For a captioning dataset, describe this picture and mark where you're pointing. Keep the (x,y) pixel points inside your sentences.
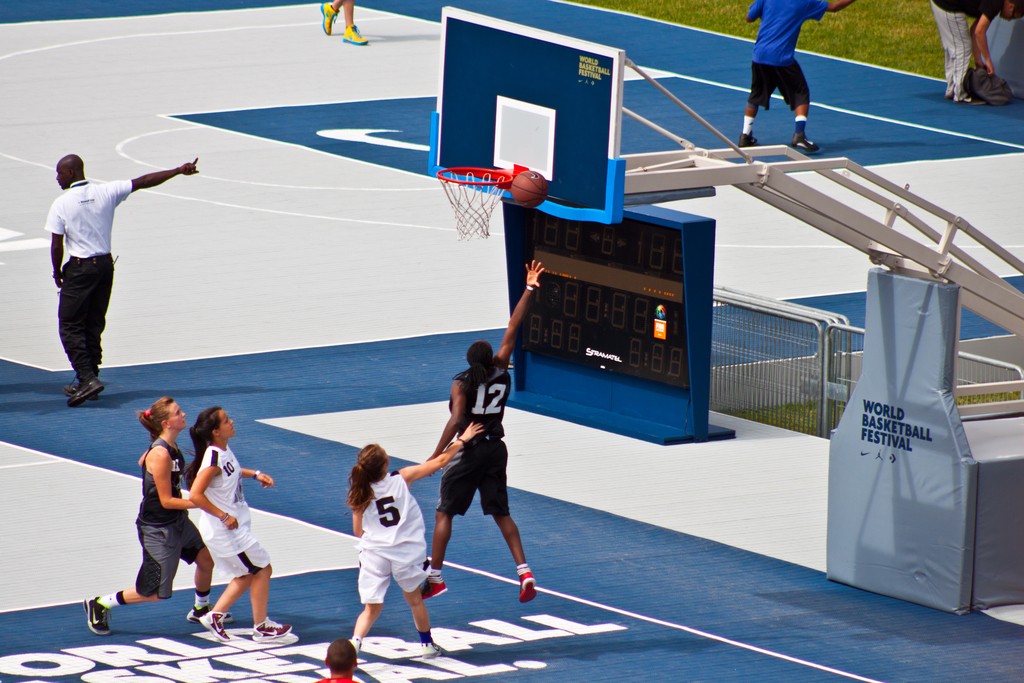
In this picture there are people (178,479) on the left side of the image (204,462), they are playing basketball and there are other people (90,229) at the top side of the image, there is a hoop stand (930,416) on the right side of the image (925,354).
